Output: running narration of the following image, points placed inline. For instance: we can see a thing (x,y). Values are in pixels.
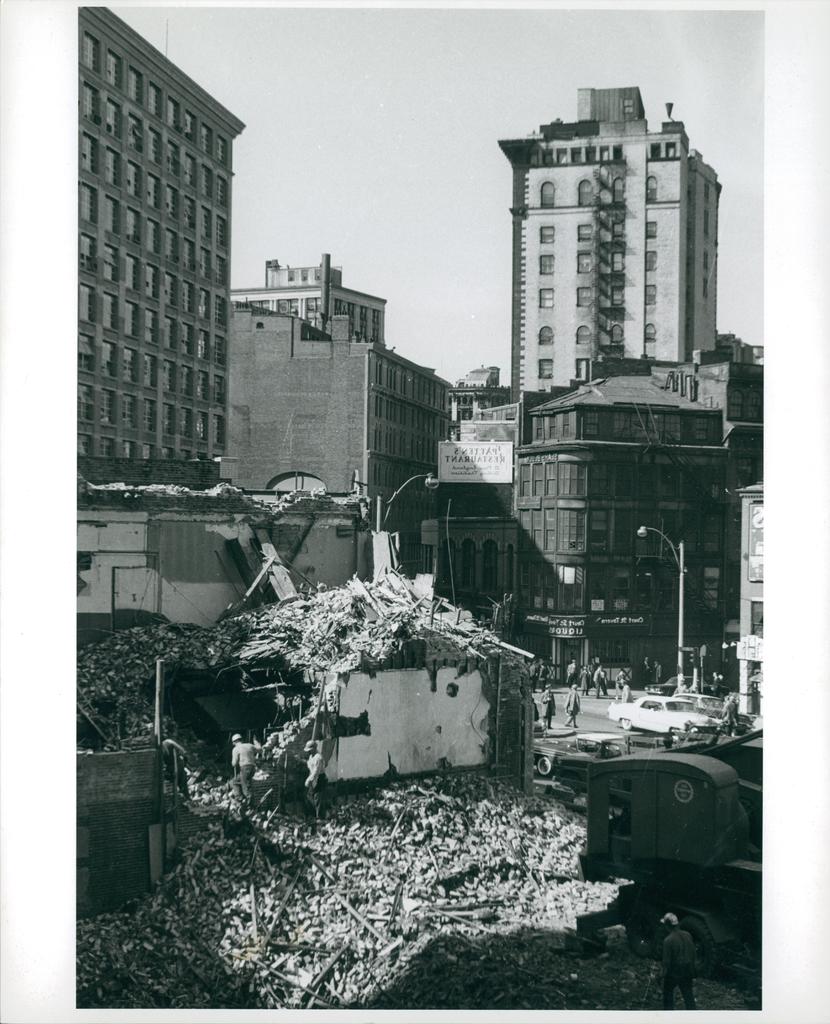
It is a black and white image, in the foreground (115,631) there is a rubble (412,831) of a building (238,893) and on the right side (661,810) there is a vehicle (713,800). In the background (166,261) there are buildings (389,352) and in front of the buildings (556,664) there are few people (575,672) walking on the road (589,718).
